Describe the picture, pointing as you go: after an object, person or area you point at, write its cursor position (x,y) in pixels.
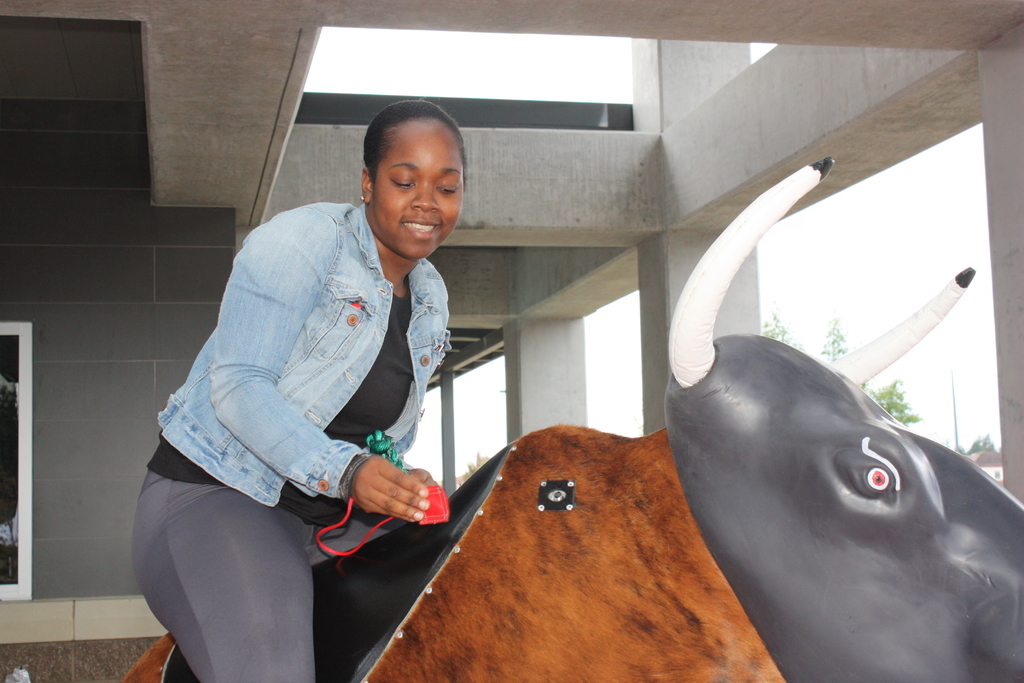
In this image we can see a lady (417,218) sitting on a plastic bull (570,494), she is holding the rope (343,513), there are pillars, wall (44,218), windows (12,502), trees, we can see a pole (956,440), and the sky (861,299).
